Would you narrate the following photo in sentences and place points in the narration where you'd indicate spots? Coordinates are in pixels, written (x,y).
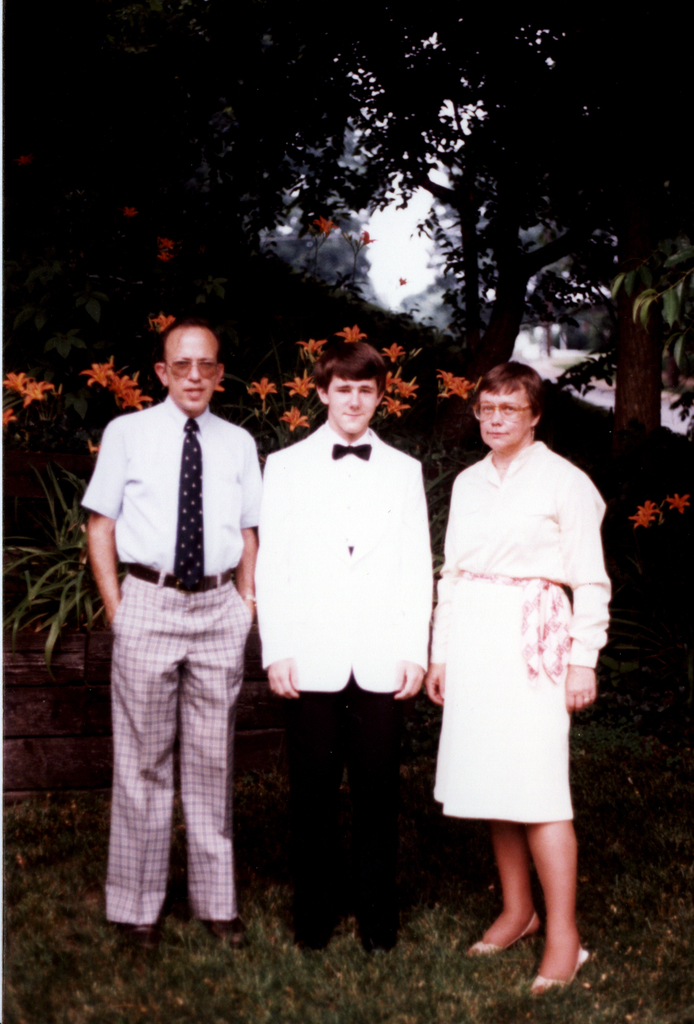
This image consists of three persons (145,629) wearing white color dress (271,520) are standing. At the bottom (230,1000), there is grass (69,1000). In the background (195,271), there are plants (176,246) and trees (226,301).
